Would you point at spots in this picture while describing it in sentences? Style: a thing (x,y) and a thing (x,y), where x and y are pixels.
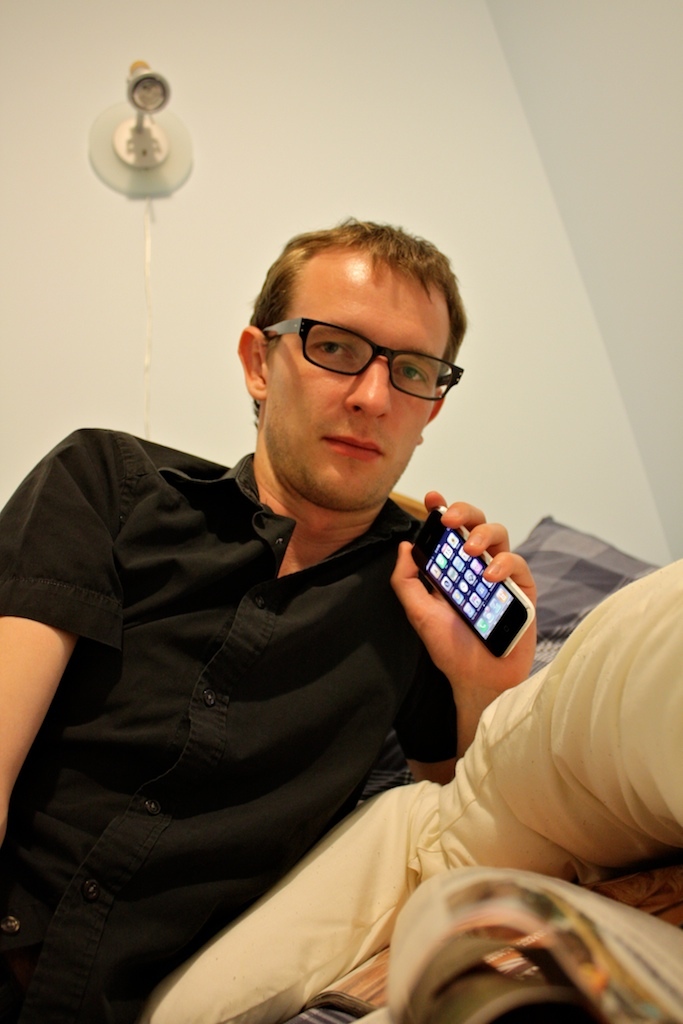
In this picture we can see man (110,608) wore black color shirt (240,539), spectacle (417,395) holding mobile (417,544) in his hand (455,646) and beside to him we can see pillow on bed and in background (408,81) we can see wall (226,194), light (145,145).
